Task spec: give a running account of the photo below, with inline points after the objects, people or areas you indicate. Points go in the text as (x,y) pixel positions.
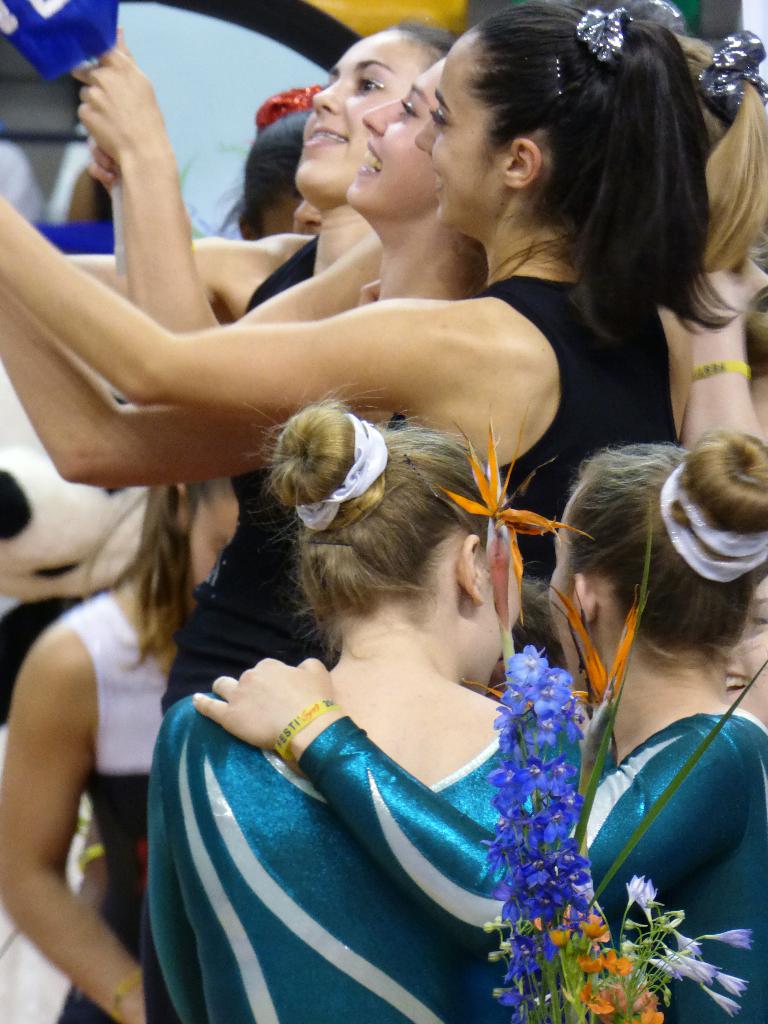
In this image there are decorative items (526,910), and at the background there are group of people (465,379) standing.
